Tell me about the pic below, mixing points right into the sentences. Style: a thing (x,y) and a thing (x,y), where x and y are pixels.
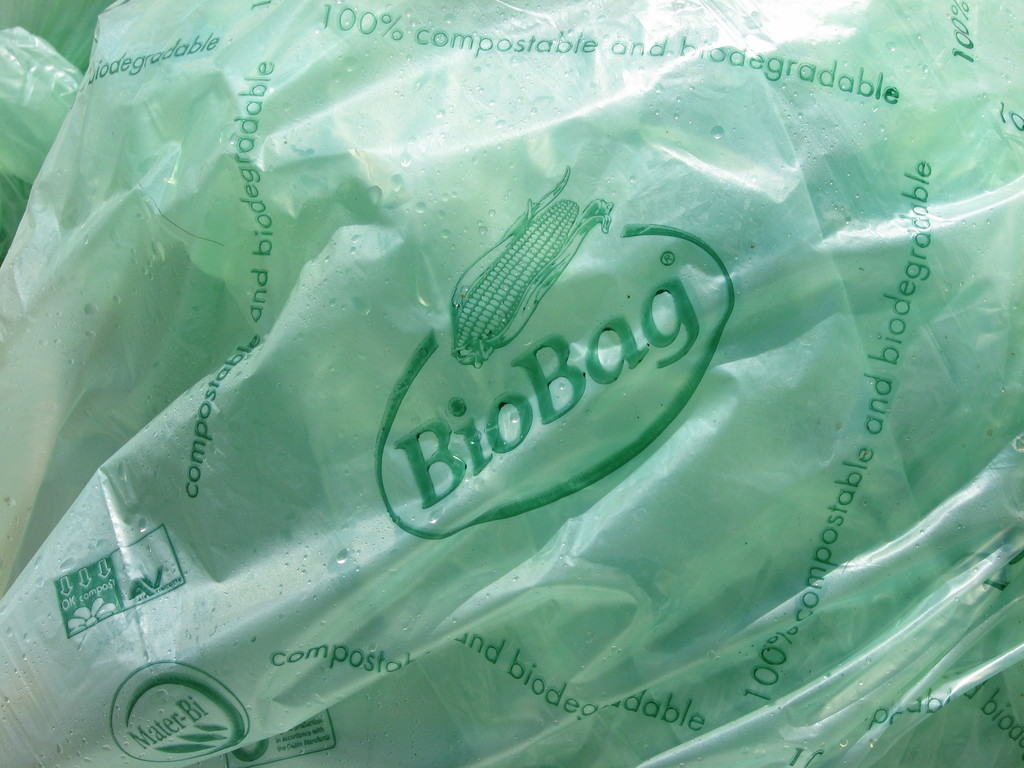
In the foreground (674,573) we have plastic cover (272,765) with label (164,761) called Mater-Bi and some text (293,740). In the middle (495,415) we have a label (495,382) called Bio Bag with corn Symbol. On the top most (877,78) we have text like 100% compostable and biodegradable.
